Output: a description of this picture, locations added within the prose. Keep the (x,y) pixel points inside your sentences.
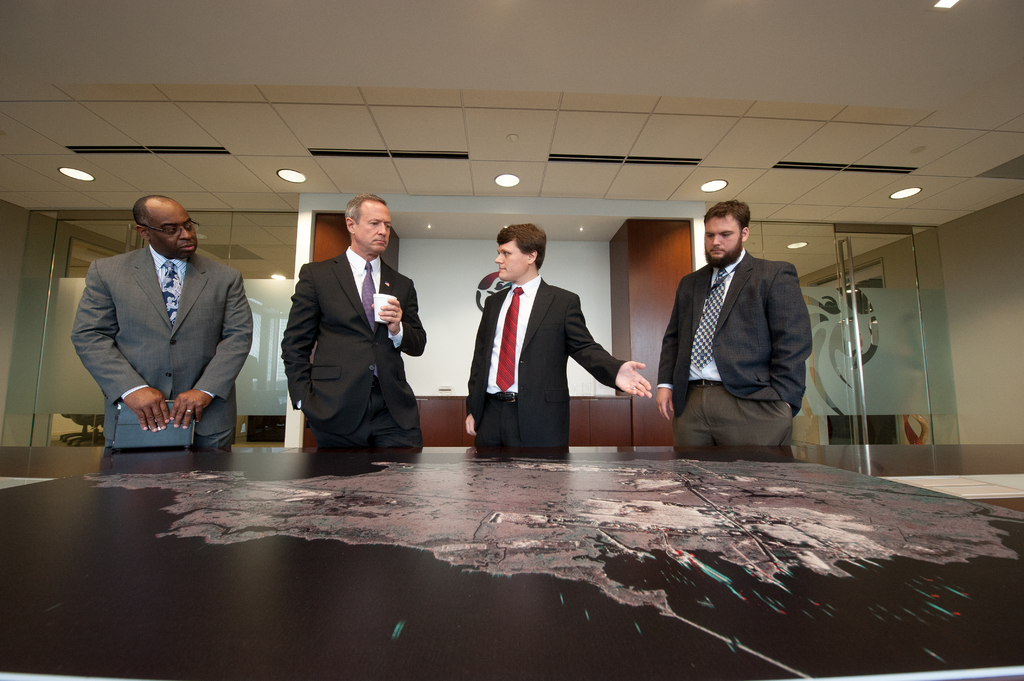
In this picture we can observe four men (363,358) standing in front of a table (267,617) which is in brown color. All of them are wearing coats (738,375) and ties (173,304). In the background (835,305) we can observe a glass door (825,297) and there are lights (94,179) in the ceiling (306,166).
